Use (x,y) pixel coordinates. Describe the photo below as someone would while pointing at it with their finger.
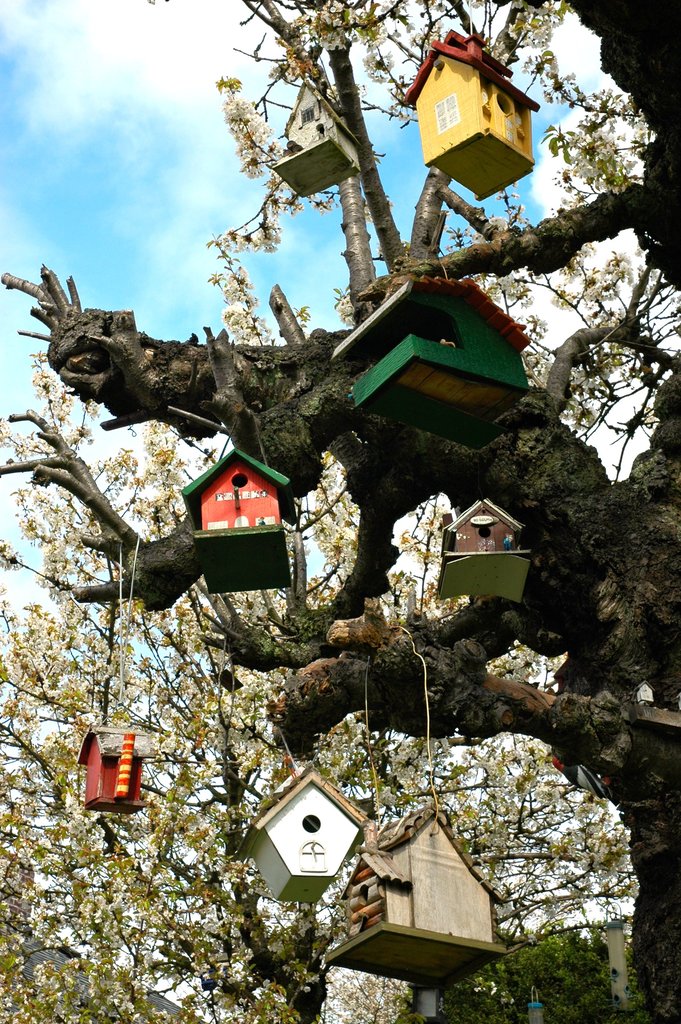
In this image I can see the tree (300,580). To the tree (55,777) there are some houses (301,791) hanged. In the background (151,233) I can see the clouds (56,90) and the sky (248,208).
